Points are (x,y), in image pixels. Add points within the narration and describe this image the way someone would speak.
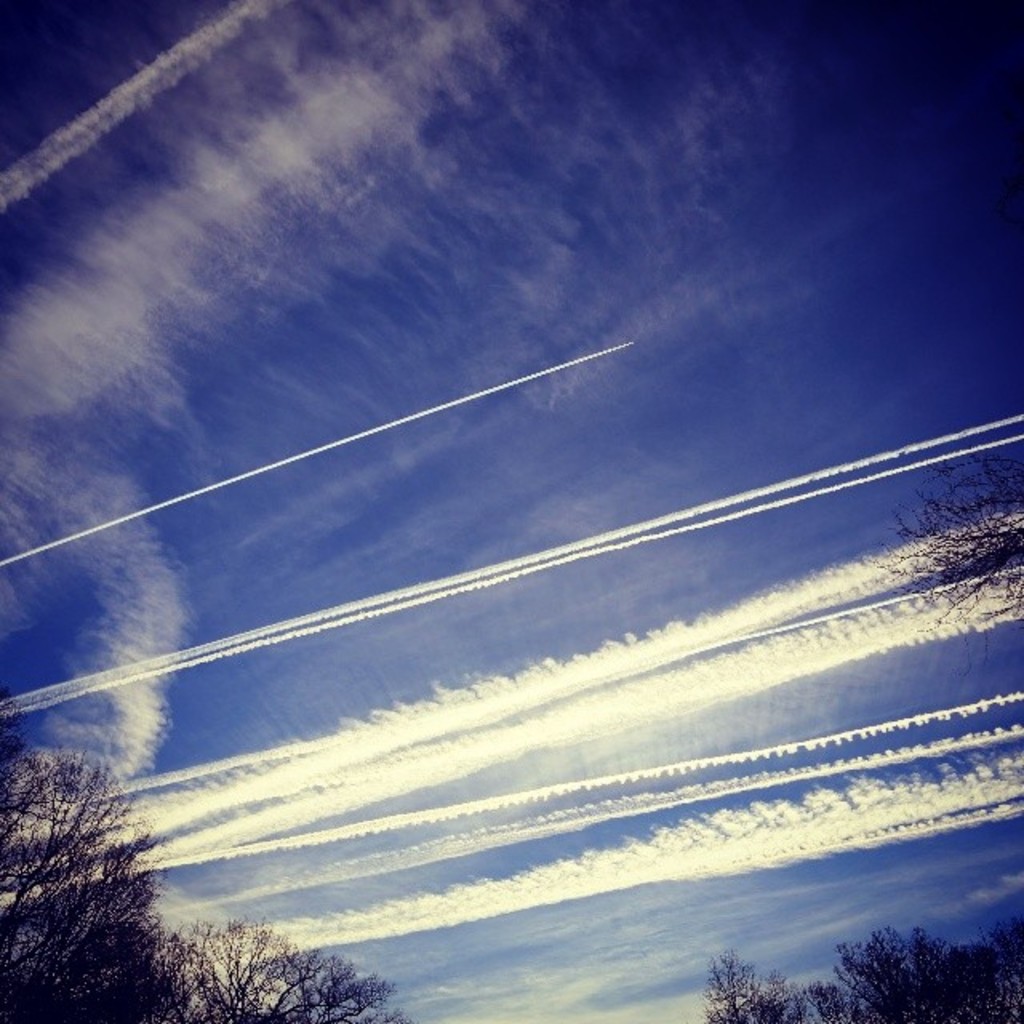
In this picture there are trees (897,992) at the bottom side of the image (897,992) and there is sky (484,359) in the image.
